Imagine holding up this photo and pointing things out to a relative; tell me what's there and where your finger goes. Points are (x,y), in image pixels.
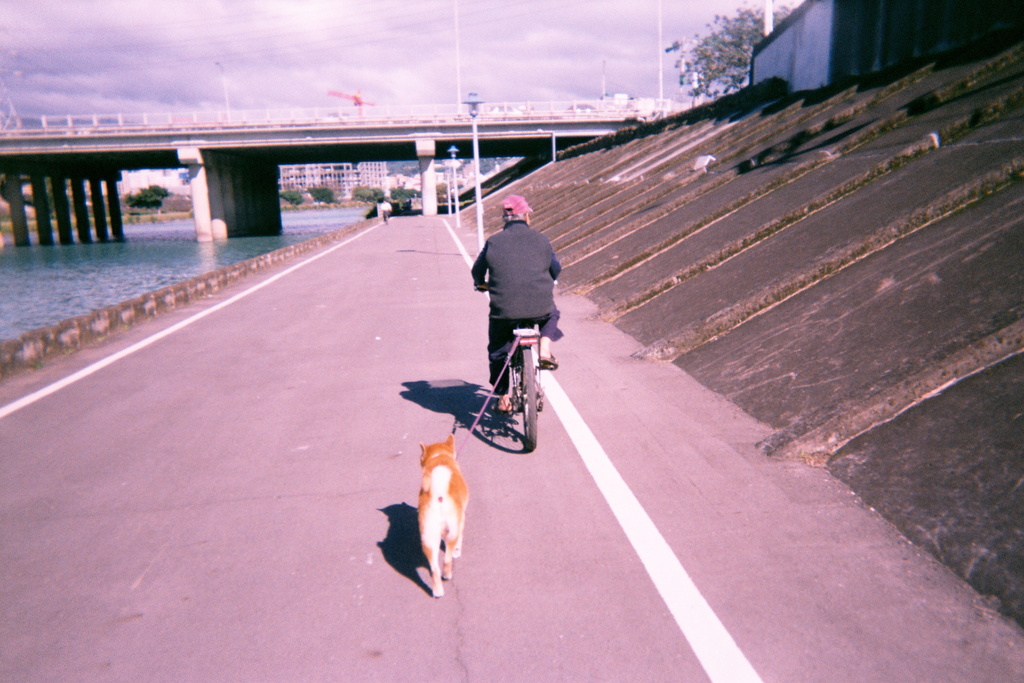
In this picture I can see a man (516,311) riding bicycle (518,346) and a dog (451,520) is tied to the bicycle (519,361) with the help of a string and I can see a bridge (293,142) and water (38,282) and few buildings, trees (294,193) and few pole lights (474,101) and a crane (374,103) and I can see a cloudy sky (345,80).
